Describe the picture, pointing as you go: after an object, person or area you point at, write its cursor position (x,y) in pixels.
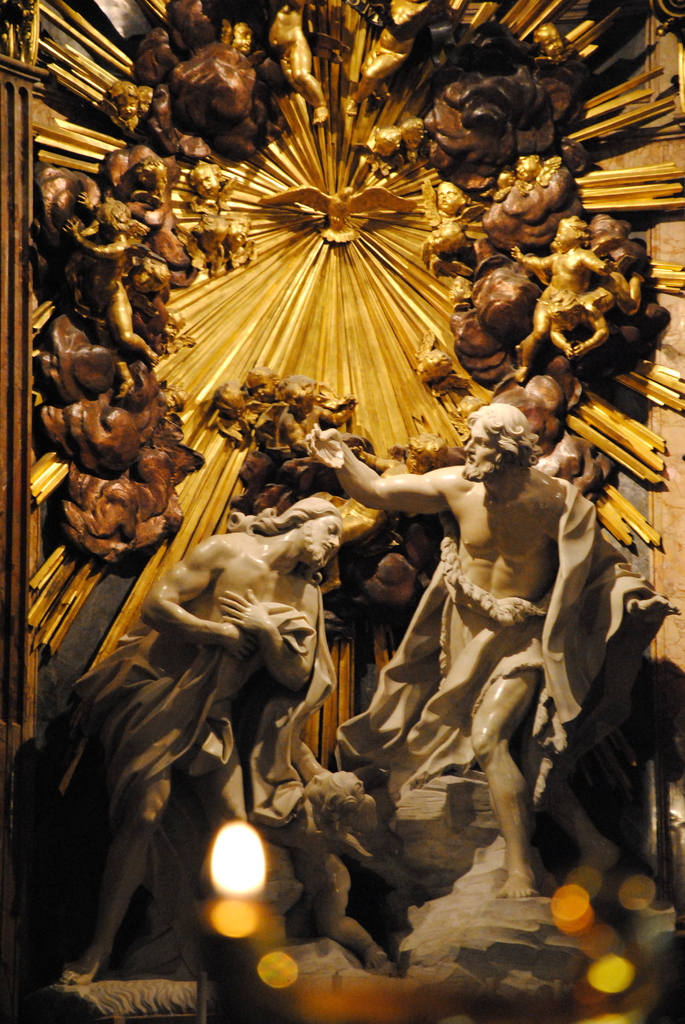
In this image we can see the statues (479,425) and a group of sculptures (458,326).
